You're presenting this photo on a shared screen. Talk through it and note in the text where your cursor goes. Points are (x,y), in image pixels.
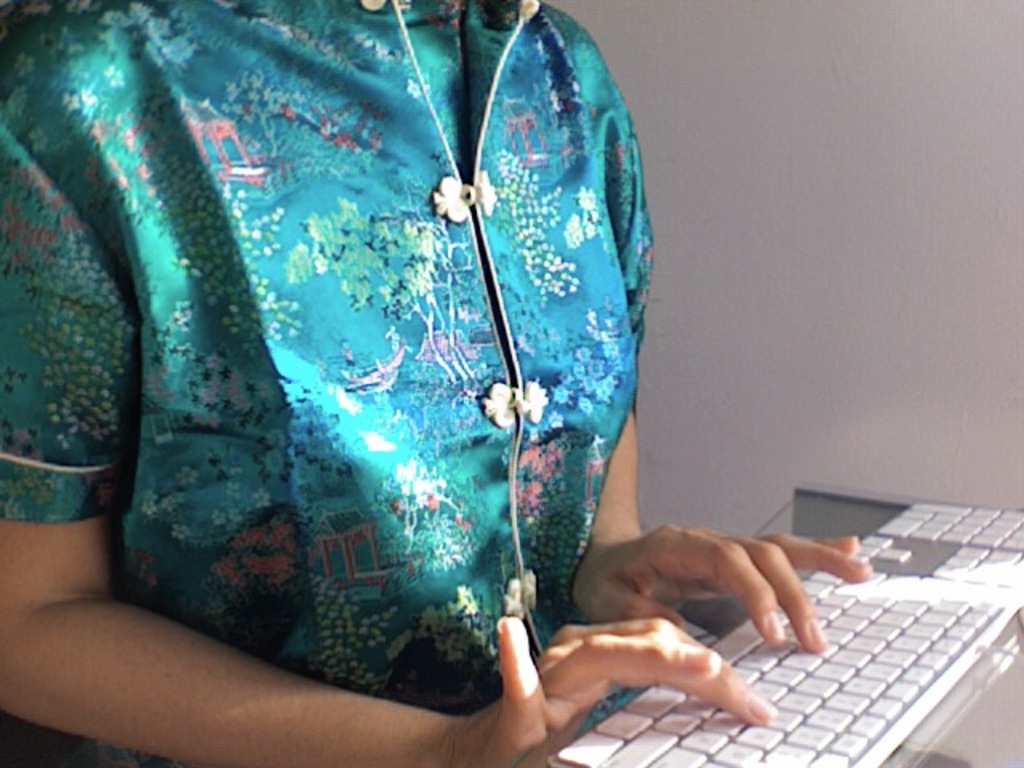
In this image, I can see a person (387,551) standing. This person (264,478) wore a dress (395,417). I can see a keyboard (867,590), which is placed on the glass table (957,757). In the background (820,477), that looks like a wall (854,196), which is white in color.
